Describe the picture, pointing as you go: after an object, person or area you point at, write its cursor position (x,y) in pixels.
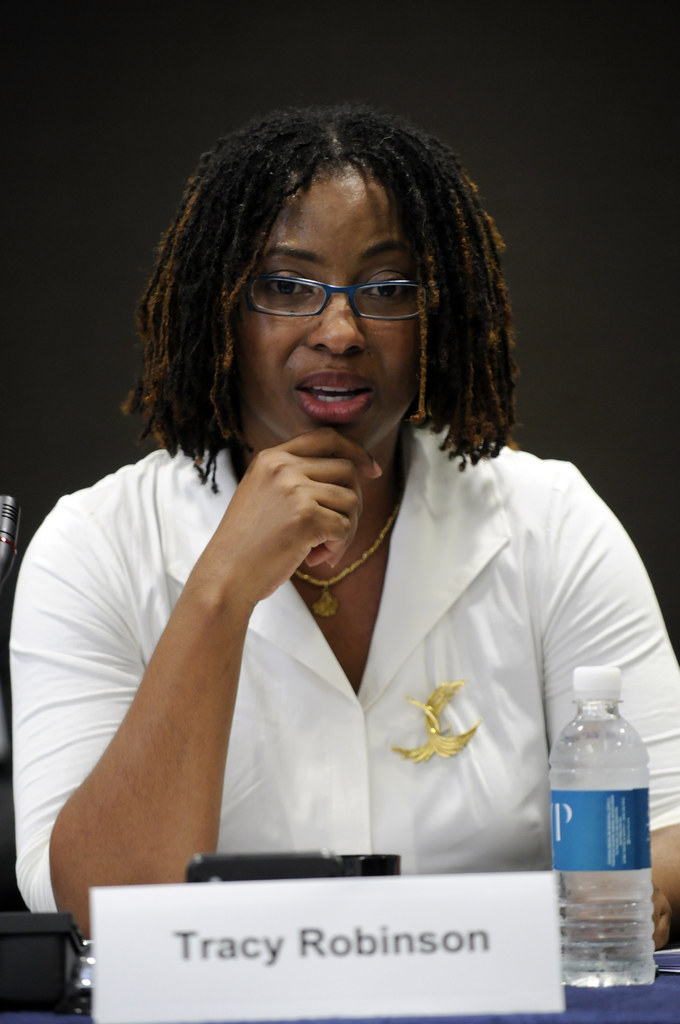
In the image we can see women (384,600) wearing spectacle (381,305) and white color shirt (472,723). There is a water bottle (593,816) in front of her and a name plate (436,941).
